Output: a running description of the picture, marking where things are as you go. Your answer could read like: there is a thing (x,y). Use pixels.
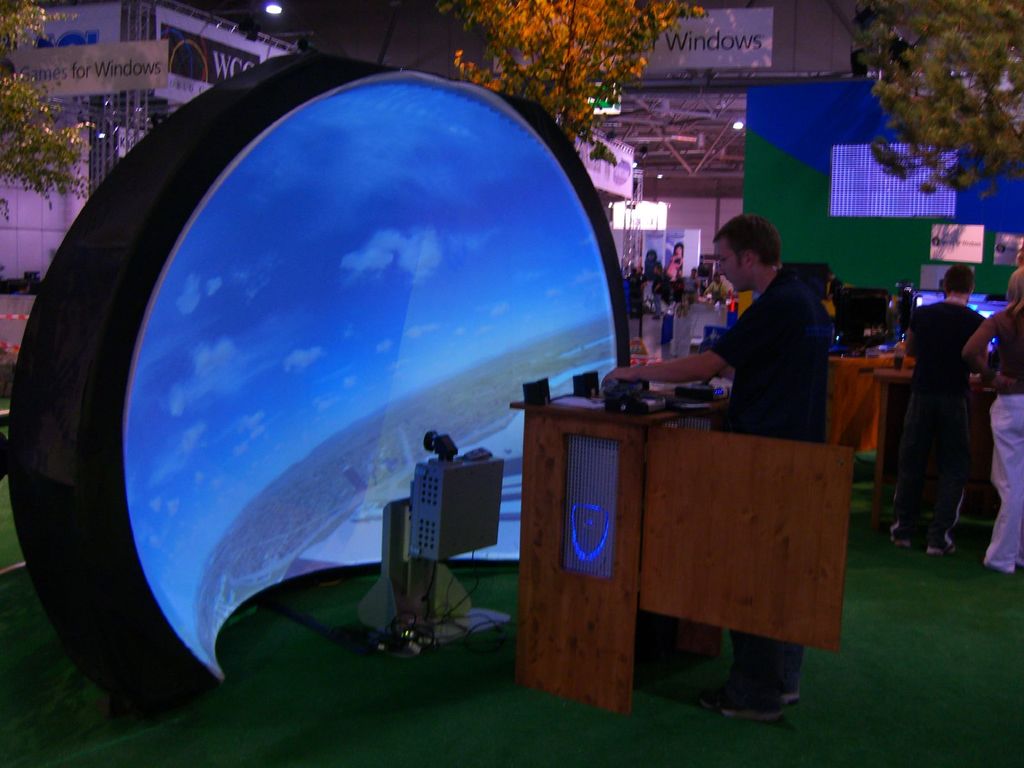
In the center of the image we can see one person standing and he is holding some object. And we can see one screen (437,431), machine (437,431), wooden table (628,451) and a few other objects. In the background (675,116), we can see buildings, lights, banners (977,248), trees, one table (893,381), monitors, few people (957,303) are standing and a few other objects (877,339).
